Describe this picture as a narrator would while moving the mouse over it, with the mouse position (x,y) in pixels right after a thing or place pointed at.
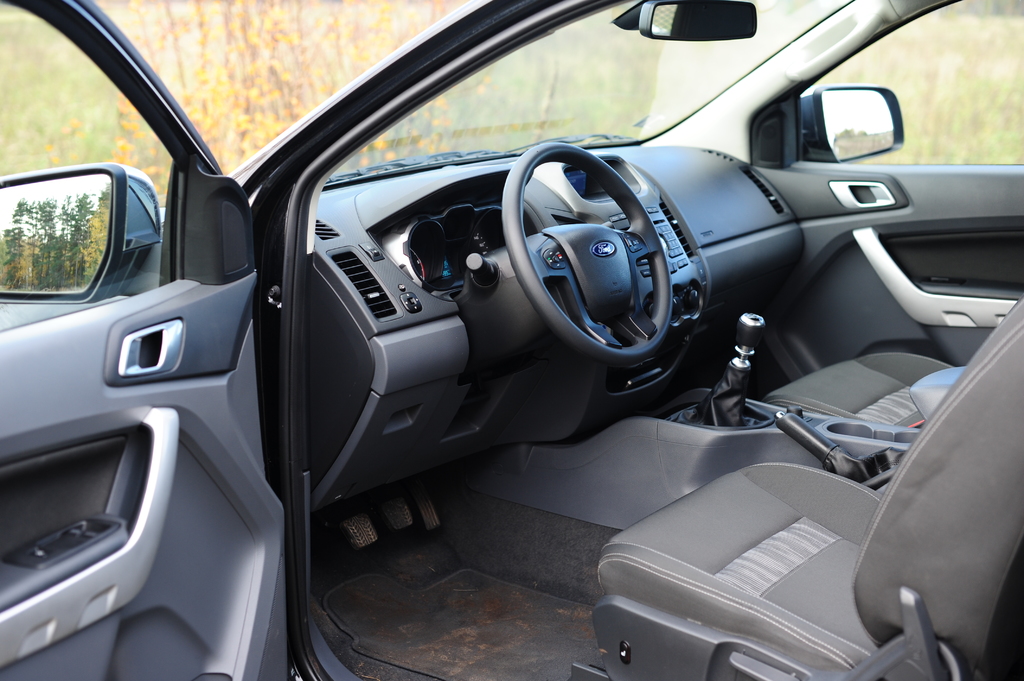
This is the inside view of a car (525,344), in this image we can see steering (543,298), dashboard (716,309), gear rod (711,404), hand brake (790,419), seats (898,523), side mirrors (101,285), windshield (431,166) and doors (158,389), in the background of the image (527,132) there are grass (1013,81).
